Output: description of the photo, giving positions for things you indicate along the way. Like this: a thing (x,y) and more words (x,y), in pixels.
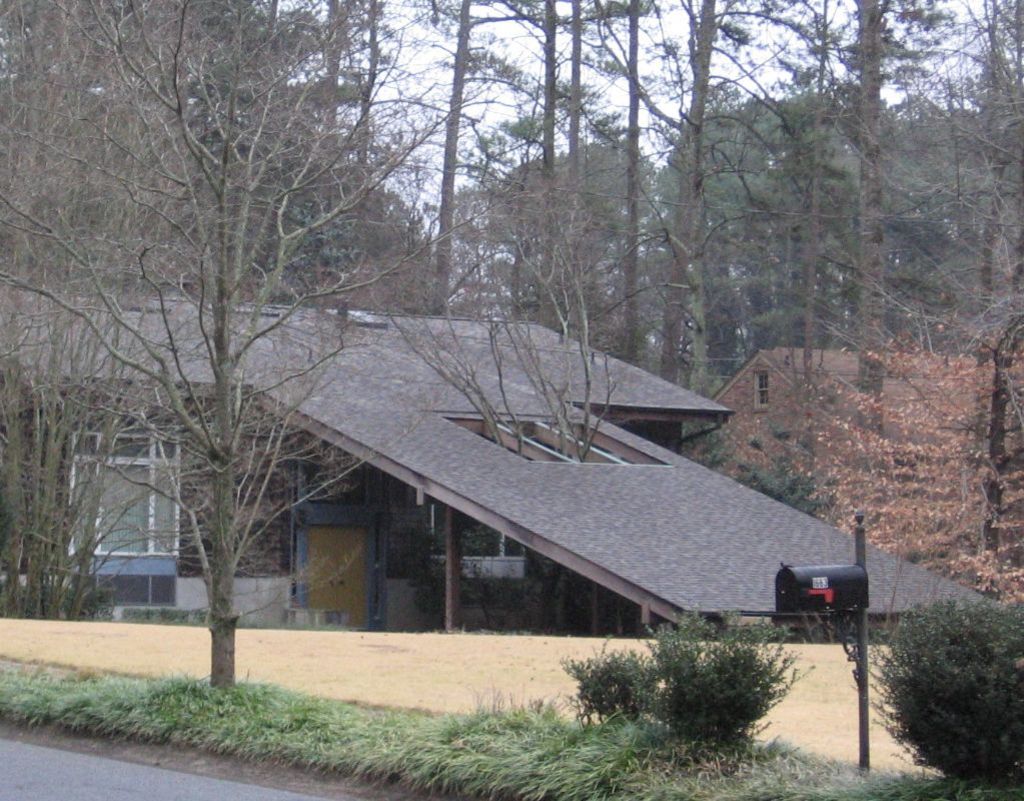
In this picture, there is a house (305,411) in the center (603,476). The entire picture is filled with the trees (875,268) and plants (514,630). At the bottom (861,736), there is a pole (863,593) with the letter box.
